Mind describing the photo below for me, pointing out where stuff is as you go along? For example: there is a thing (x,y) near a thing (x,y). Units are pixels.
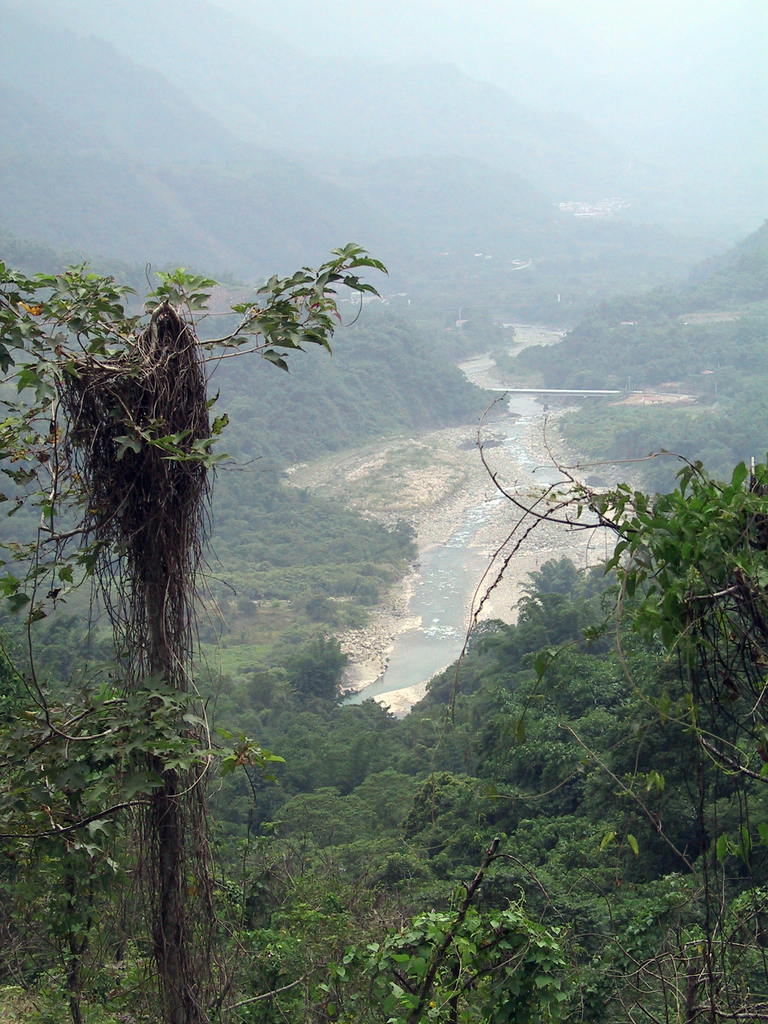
In this image I can see few trees (456,810) which are green in color, the water (435,580) and the ground (375,454). In the background (391,259) I can see few mountains (331,160), the fog (358,120) and the sky (475,65).
